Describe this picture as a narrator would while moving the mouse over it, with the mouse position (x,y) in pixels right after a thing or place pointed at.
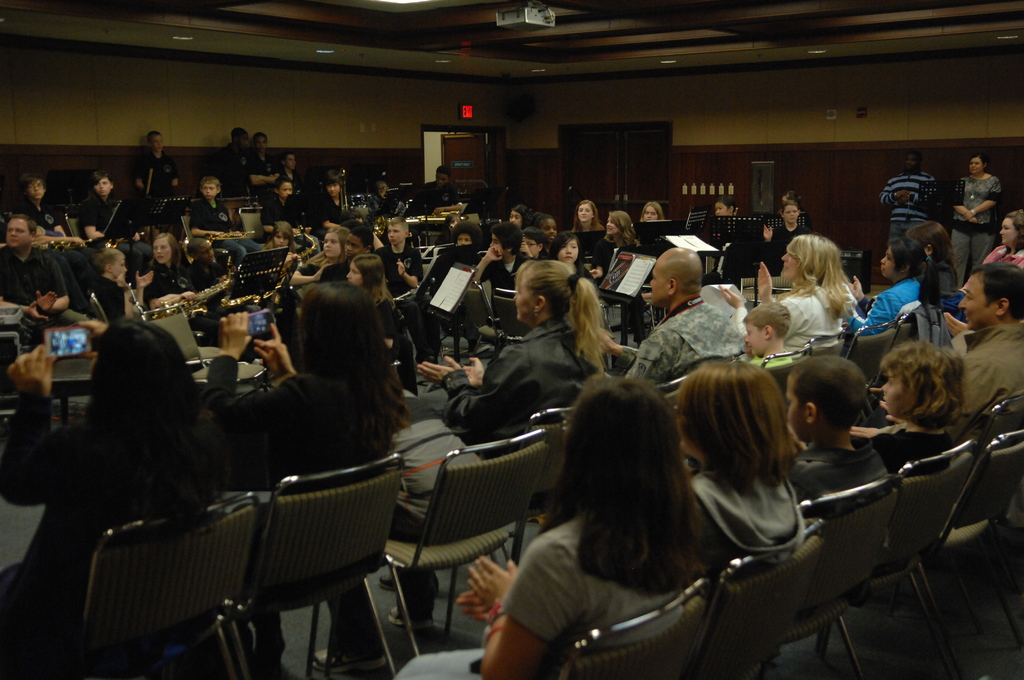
At the bottom of the image (633,633) there are many people (586,414) sitting on the chairs (815,349). In front of them there are few people (180,269) sitting on the chairs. And in the background (305,161) there is a wall (196,166) with doors (583,154) and few other items (684,190) on it. At the top of the image (586,39) there is a roof (522,31) with projector (508,13).
